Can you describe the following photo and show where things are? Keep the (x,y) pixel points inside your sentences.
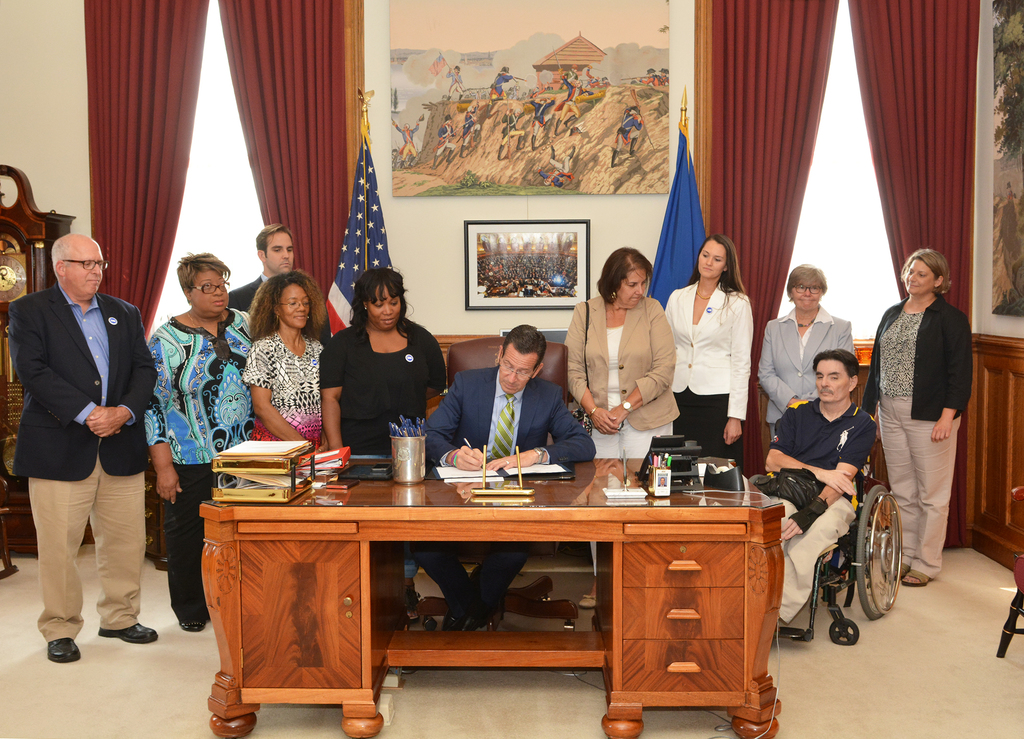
In this picture there are group of people (356,359) standing. In the middle (527,367) there is a man (514,363) with blue jacket (555,405), blue shirt (520,415) and green tie (505,426) is sitting on the chair (558,369). In front of him there is a table (678,531) with glass (410,456), papers (477,471), file (558,477), mobile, to the right side (688,444) there is a telephone (652,454), stapler (713,486). and to the right side (845,588) there is a man (850,460) in the wheelchair (892,519). And in the right side (903,65) top there is a maroon color curtain (883,90). And in the middle of the wall (558,203) there are two frames (525,256). And we can see two flags (682,220). To the left corner (14,250) there is a clock (13,285).
